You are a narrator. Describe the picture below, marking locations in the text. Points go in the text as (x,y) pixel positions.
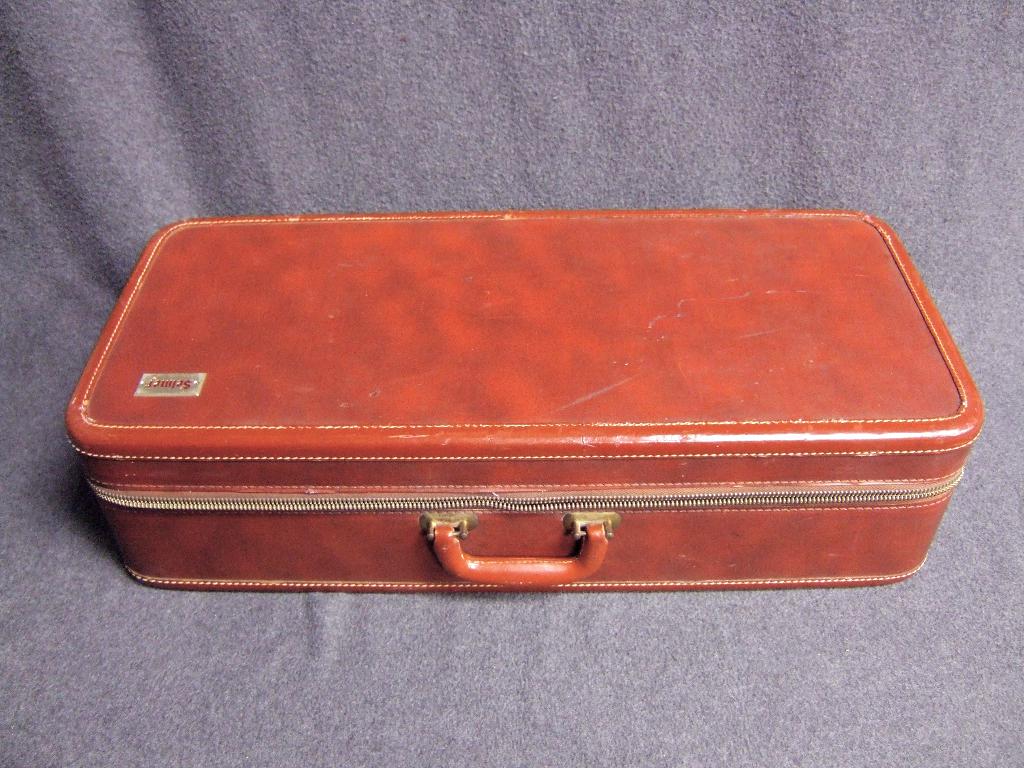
This red color suitcase (600,303) is highlighted in this picture.
